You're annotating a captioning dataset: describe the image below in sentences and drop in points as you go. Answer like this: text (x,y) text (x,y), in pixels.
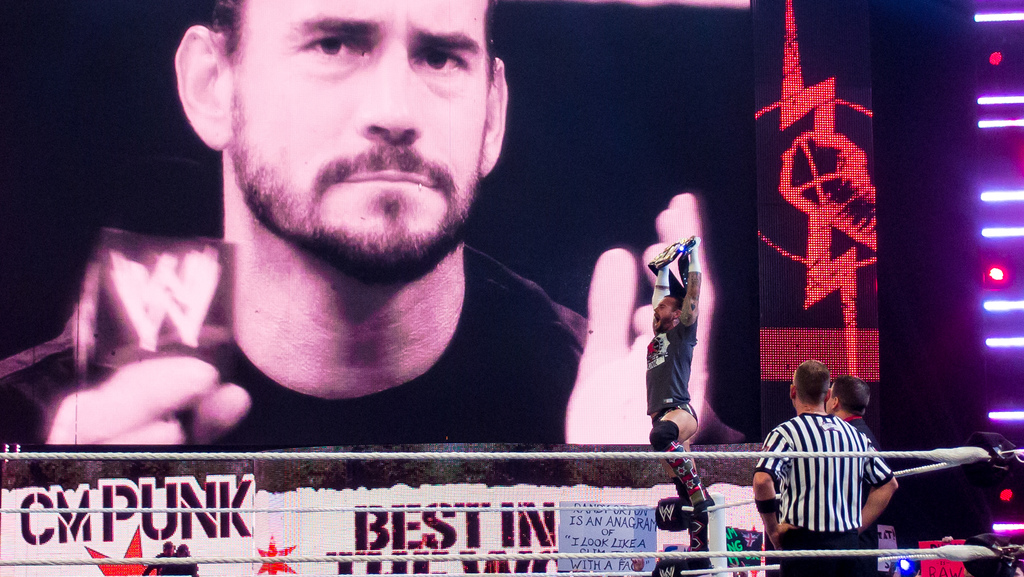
In this image we can see a poster (468,180) of a man (490,118) and some persons (817,519) standing in front of the poster (625,214) and a man (672,376) holding an object (672,250) in his hands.
